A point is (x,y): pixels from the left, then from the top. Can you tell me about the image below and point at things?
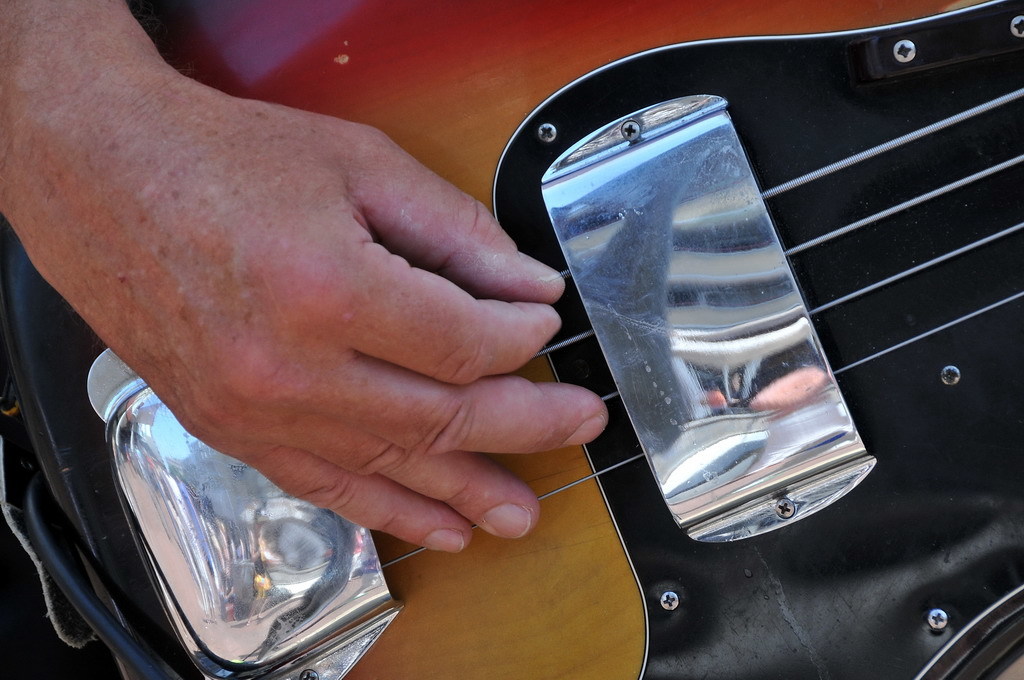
This image consists of a hand (366,317) and a guitar (659,280). That guitar (505,66) is in brown color. He is playing that guitar (219,491).
